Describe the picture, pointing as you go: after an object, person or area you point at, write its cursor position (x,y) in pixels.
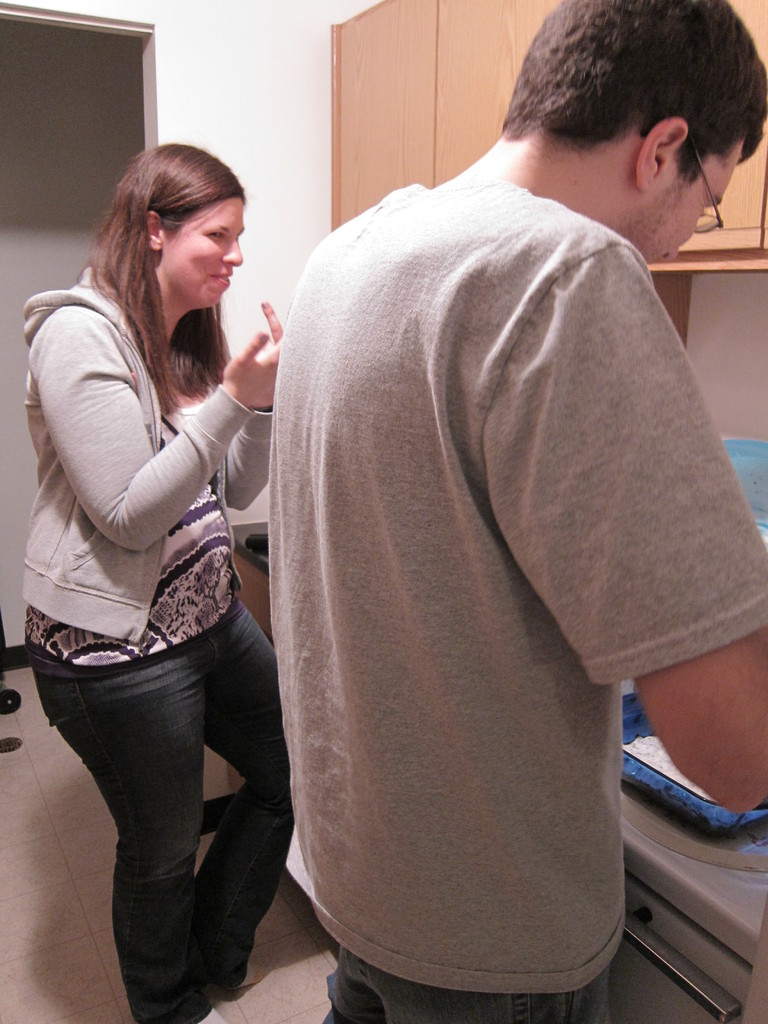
In this image I can see there are two persons (472,500) visible in front of table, at the top (413,81) there is cupboard (346,90) and the wall (214,90) visible.
